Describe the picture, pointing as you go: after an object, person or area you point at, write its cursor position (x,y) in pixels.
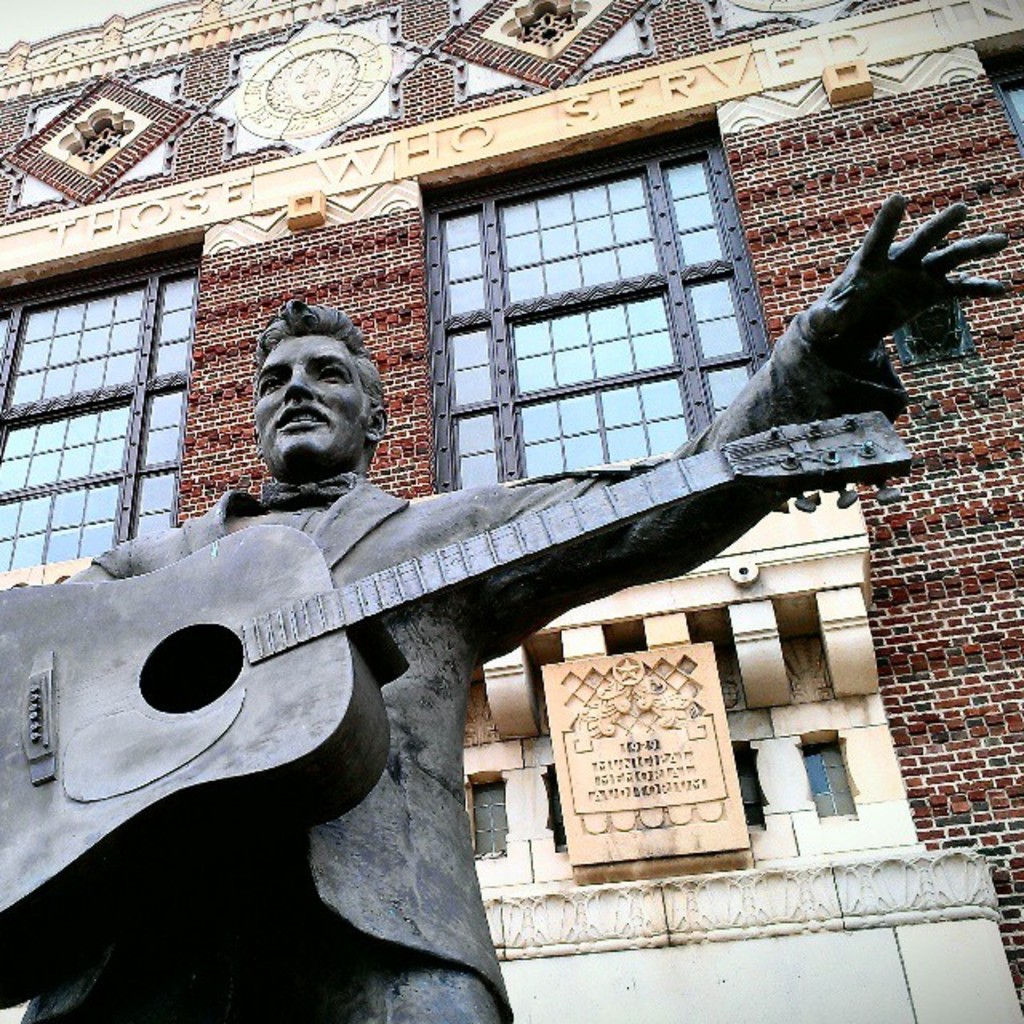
In this picture we can see a statue (287,664) of man (185,534) holding guitar (70,723) in his hands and in background (172,145) we can see building (487,253) with windows (487,253), beautiful architecture (605,121).
